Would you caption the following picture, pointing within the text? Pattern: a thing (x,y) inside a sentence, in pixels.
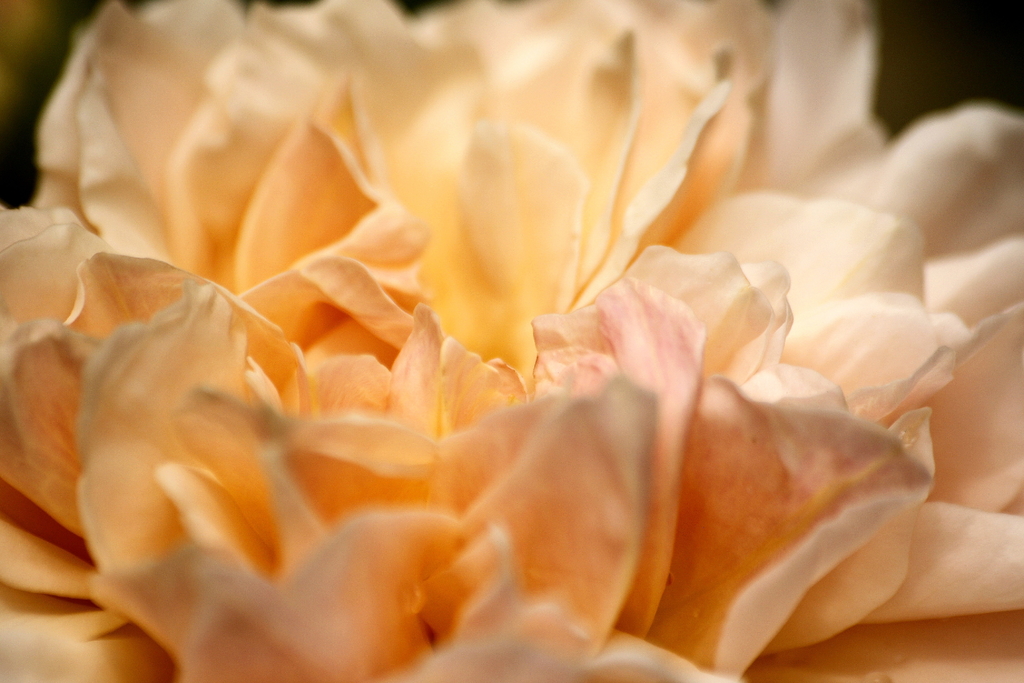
In the picture I can see the close view of a flower (412,358). The background of the image (24,157) is blurred and dark.
